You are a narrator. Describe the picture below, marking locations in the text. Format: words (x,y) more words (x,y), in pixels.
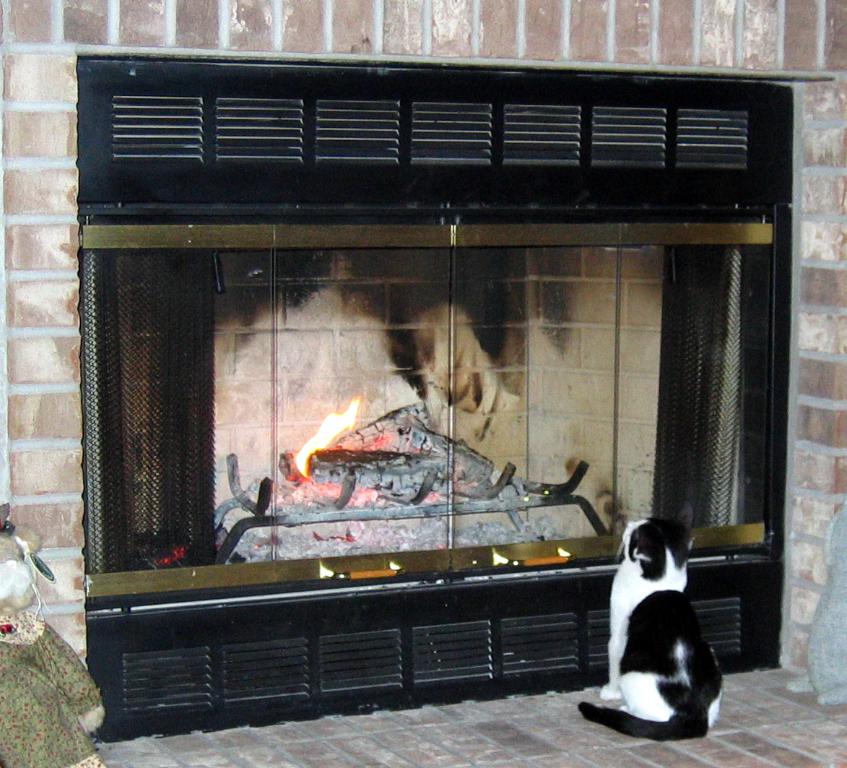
In this picture we can see a cat (680,572) in front of the fireplace (411,261).
